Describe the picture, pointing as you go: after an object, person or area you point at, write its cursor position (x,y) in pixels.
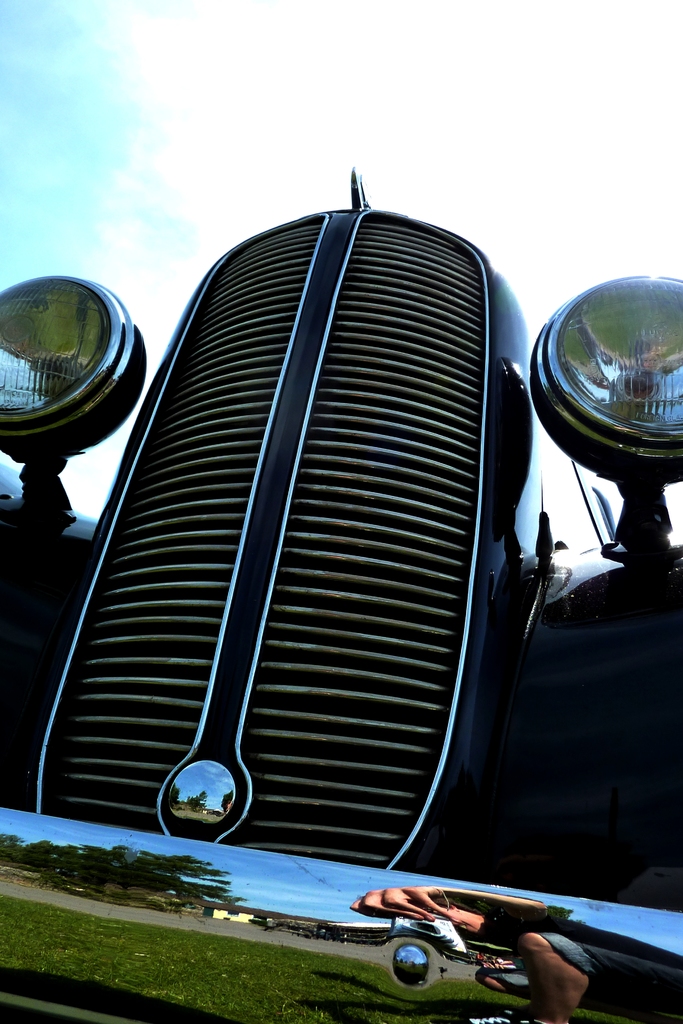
In this picture we can see a close view of the classic car radiator grill (366,523) and two headlamps (76,403). In the front (146,968) bottom side there is a chrome bumper (299,940). On the top (349,94) there is a sky (349,94) and clouds (349,94).
